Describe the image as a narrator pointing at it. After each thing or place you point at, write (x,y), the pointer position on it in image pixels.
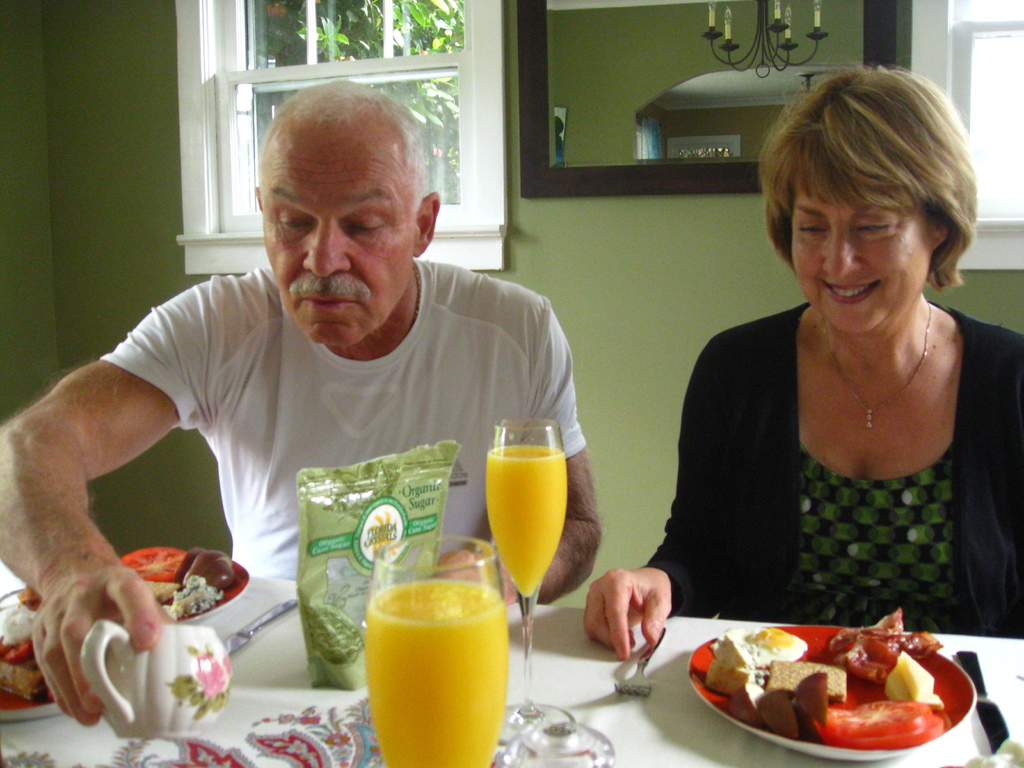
In this image we can see two persons (447,333) are sitting, in front of them there is a dining table (586,716) filled with food items (843,719), there are two glasses (493,581) filled with juice (473,608), we can see knife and fork (630,686), a person (309,411) is holding a cup (161,662). Behind them there is a mirror (622,171), and a window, we can see chandelier (778,33).
